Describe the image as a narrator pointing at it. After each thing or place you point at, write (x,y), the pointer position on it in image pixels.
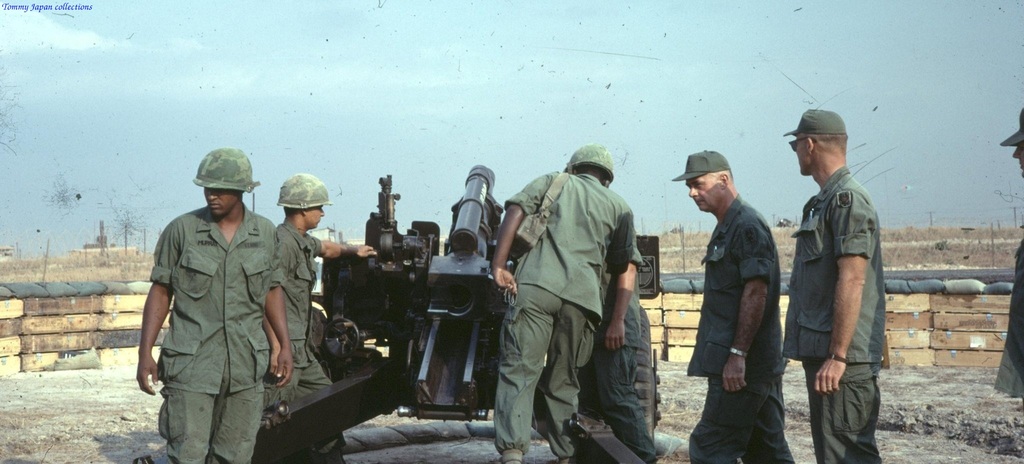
In this image we can see some group of persons (595,230) wearing green color dress (533,316), some are wearing helmets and some are wearing caps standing and there is a cannon (417,341) which is black in color and in the background of the image (59,345) there is wall (69,288), some dry plants (48,261) and top of the image (149,130) there is clear sky (173,168).
